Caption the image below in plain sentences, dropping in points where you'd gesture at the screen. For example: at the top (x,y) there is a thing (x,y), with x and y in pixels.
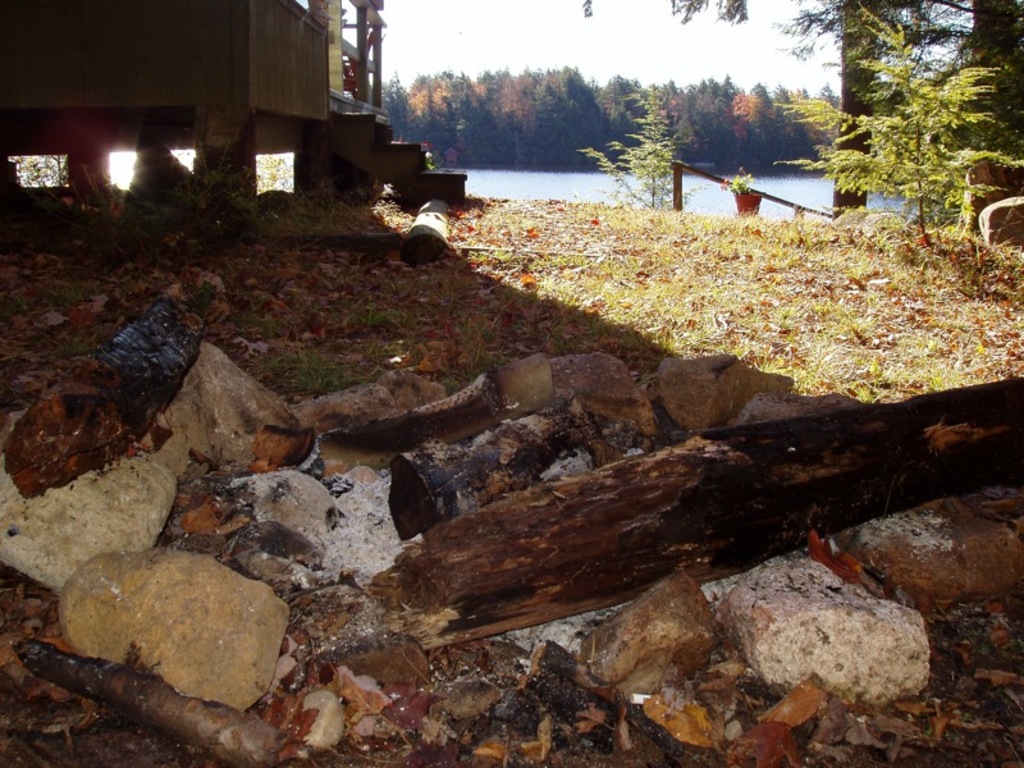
This image is taken outdoors. At the bottom of the image (450,725) there is a ground (563,725) with grass (701,282) and a few dry leaves (427,306) on it. In the background (581,103) there are many trees (733,103) and plants (840,114) and there is a pond (586,176) with water (563,187). At the top left of the image (200,115) there is a wooden cabin (218,147) and there are a few stones (268,202). At the top right of the image (891,113) there are a few trees (930,159) and plants (893,123) and there is a plant (736,186) in the pot (744,210). In the middle of the image (350,404) there are a few stones (236,591) and there is ash (376,542) on the ground (831,268).
